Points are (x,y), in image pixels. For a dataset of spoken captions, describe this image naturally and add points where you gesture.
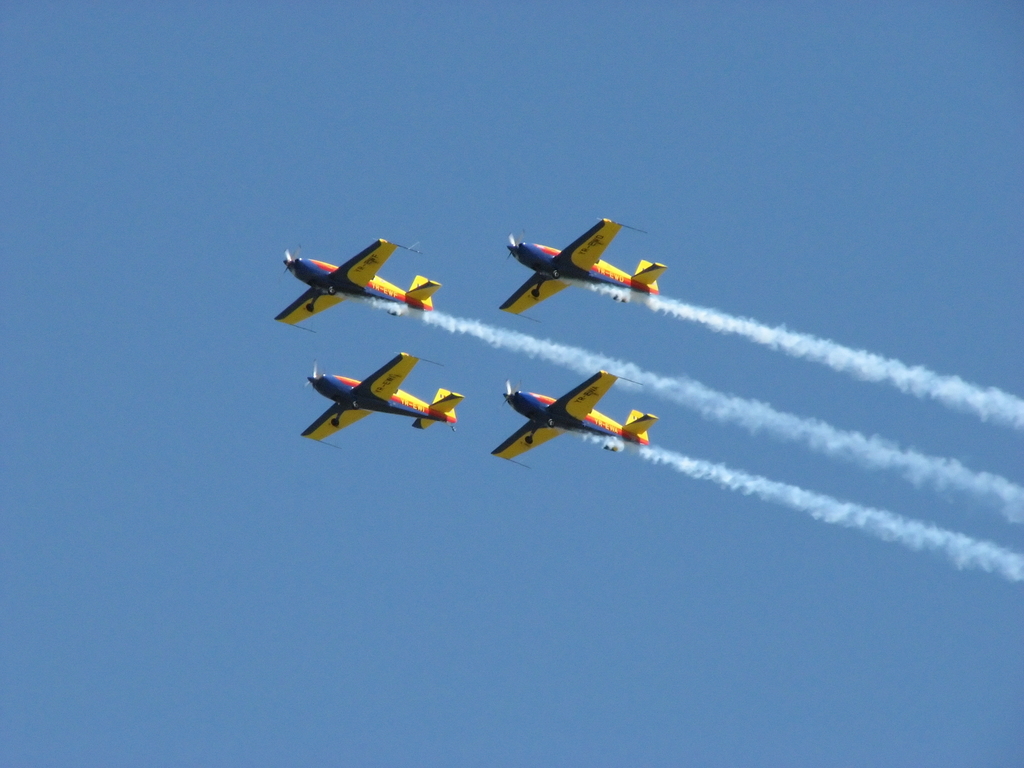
In this image we can see four planes (522,414) with smoke (608,442) flying in the sky (457,373).
